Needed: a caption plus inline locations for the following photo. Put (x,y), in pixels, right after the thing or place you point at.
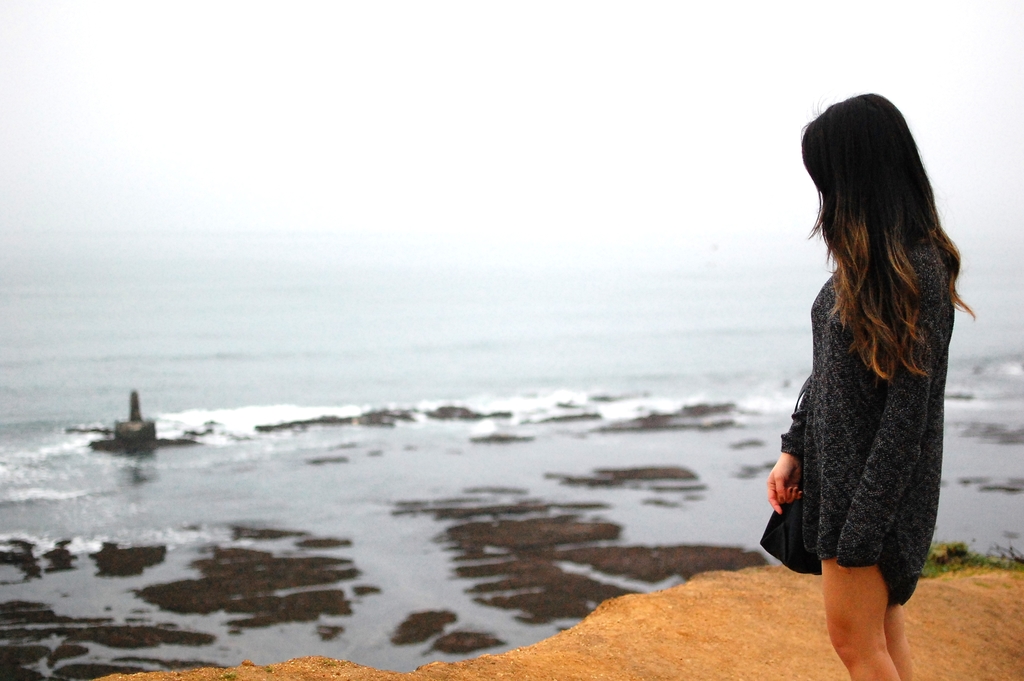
In this image I can see a woman (884,447) wearing black color dress (880,474) is standing on the ground (812,597). In the background (545,565) I can see the ground (529,524), the water (495,314), a black colored object (153,425) on the surface of the water (149,392) and the sky (397,63).
